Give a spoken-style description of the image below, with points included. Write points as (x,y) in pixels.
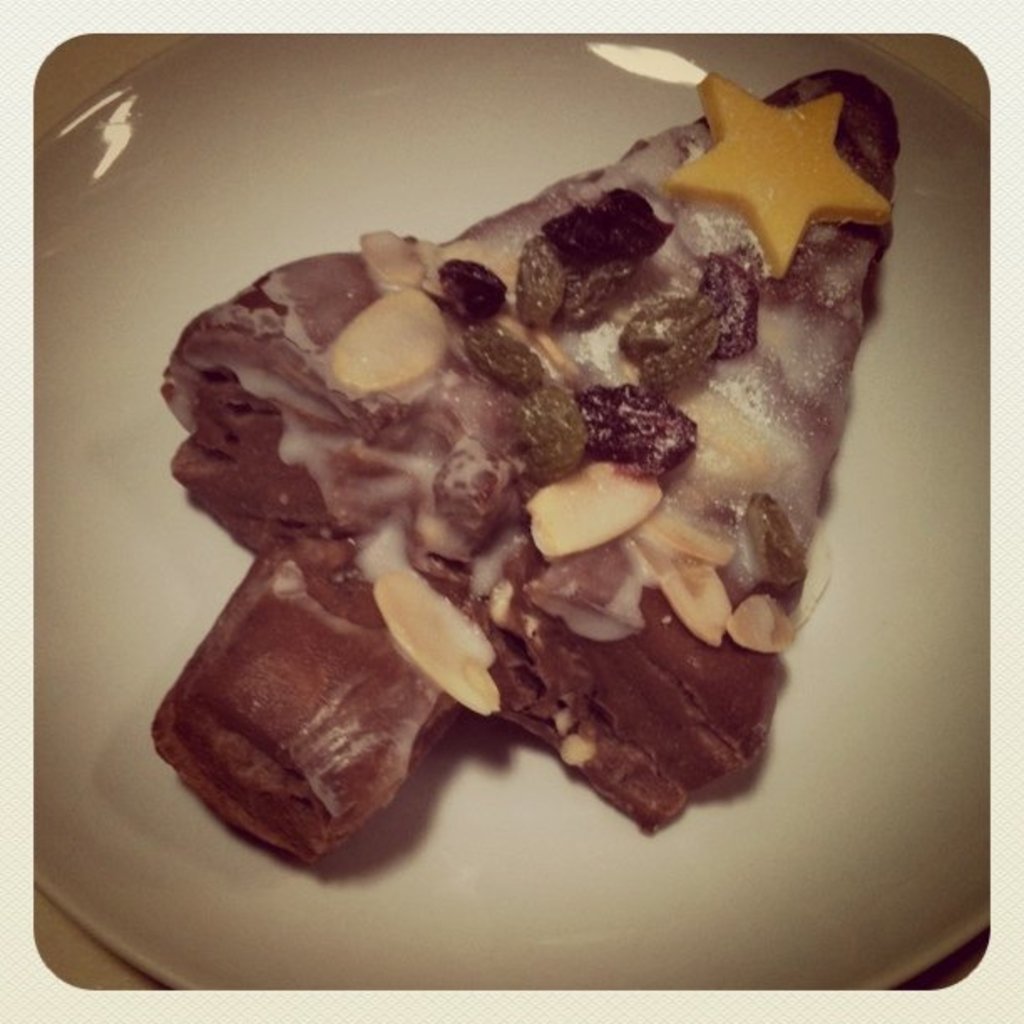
In this image I can see a cream colored plate (211,95) and on the plate (283,81) I can see a food item (339,548) which is brown, cream, red and yellow in color.
